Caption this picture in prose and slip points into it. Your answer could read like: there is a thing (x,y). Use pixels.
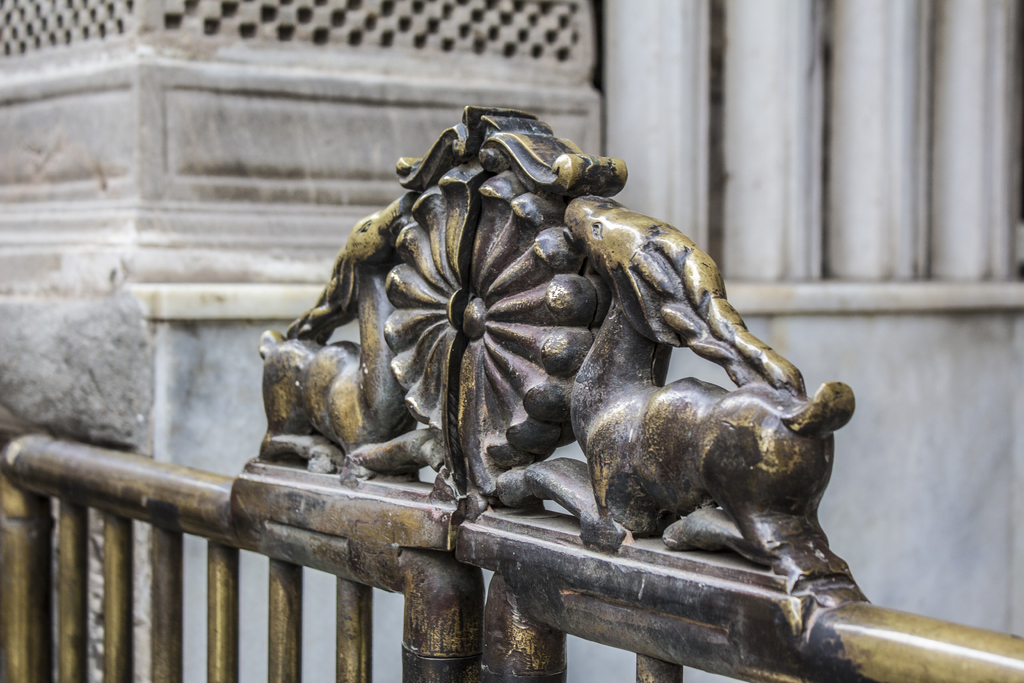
In this image we can see one white color building wall (89,305) and in front of the wall (38,390) there is one iron gate (689,505).
